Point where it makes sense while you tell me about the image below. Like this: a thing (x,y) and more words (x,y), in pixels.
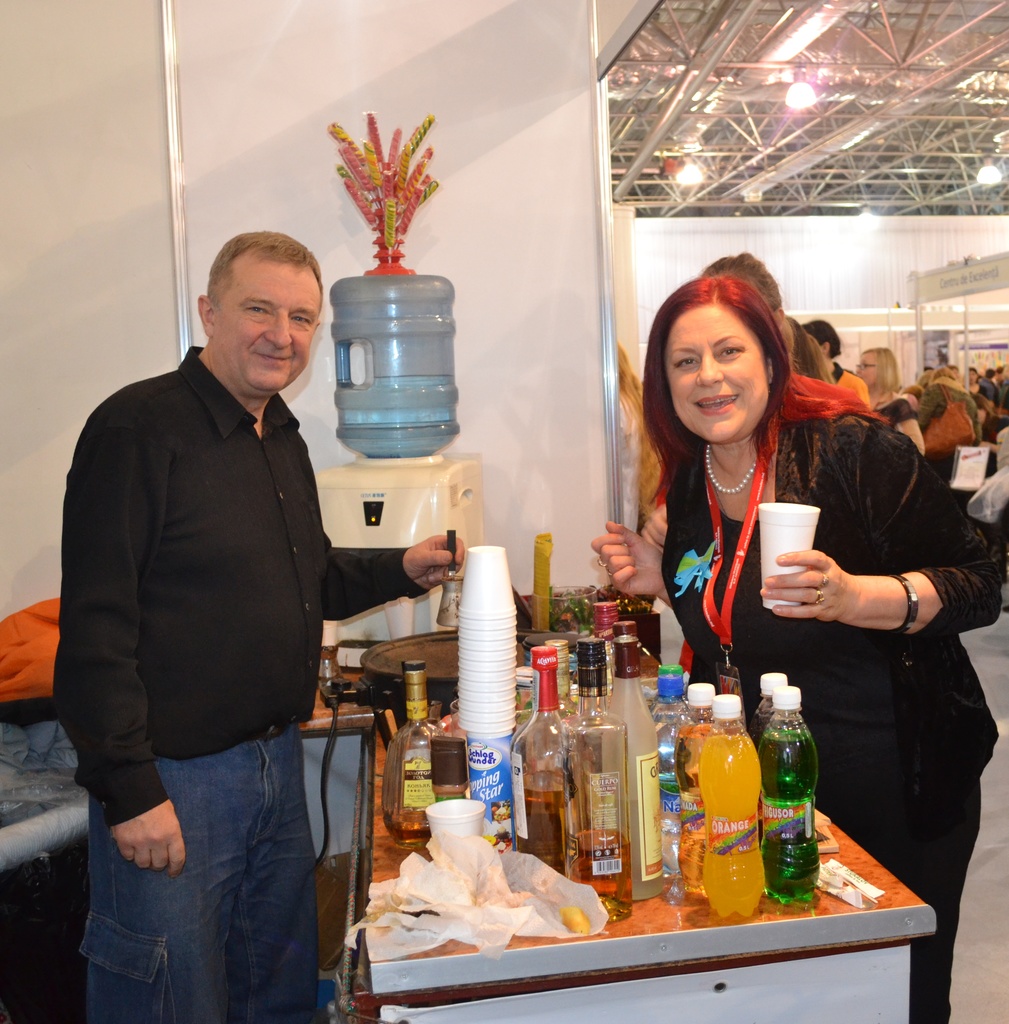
In this picture we can see two persons (120,970) standing on the floor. This is table (671,943). On the table (666,943) there are some bottles (538,738) and cups (515,635). On the background (560,298) there is a wall (483,242). And these are the lights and this is roof (946,100).
